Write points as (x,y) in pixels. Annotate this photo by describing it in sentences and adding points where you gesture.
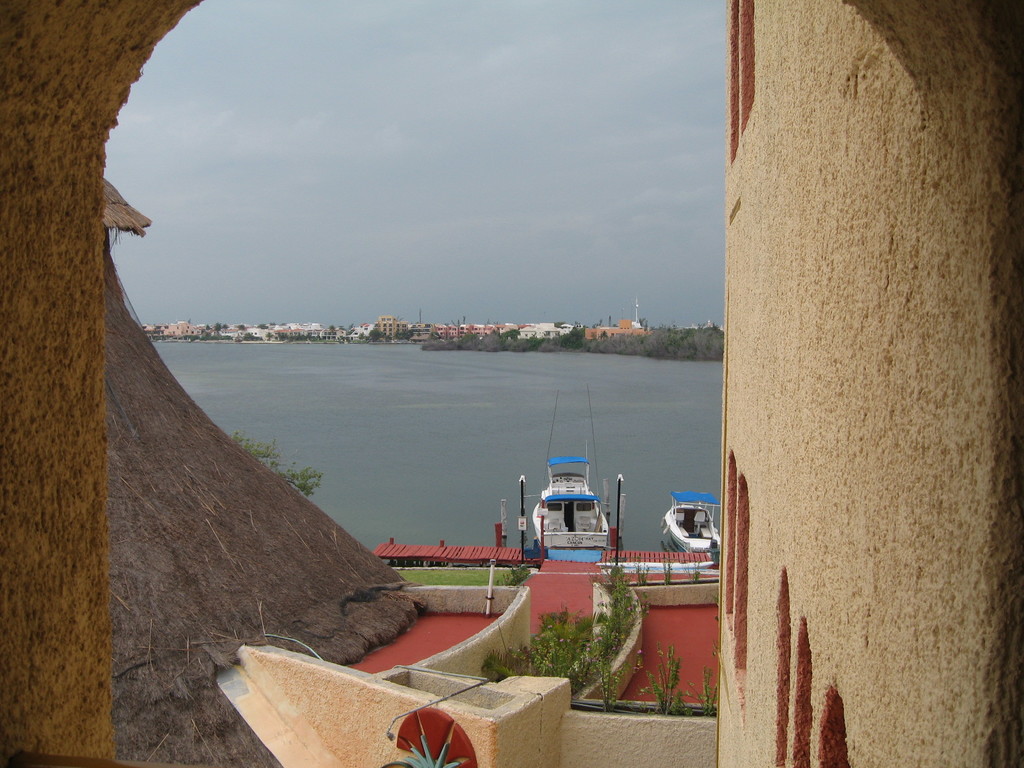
In this image, we can see some boats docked on the water (664,487). We can see the wall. There are a few plants (626,612), trees (661,342) and buildings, poles (489,594). We can also see the sky (451,188) and some grass (461,582).
